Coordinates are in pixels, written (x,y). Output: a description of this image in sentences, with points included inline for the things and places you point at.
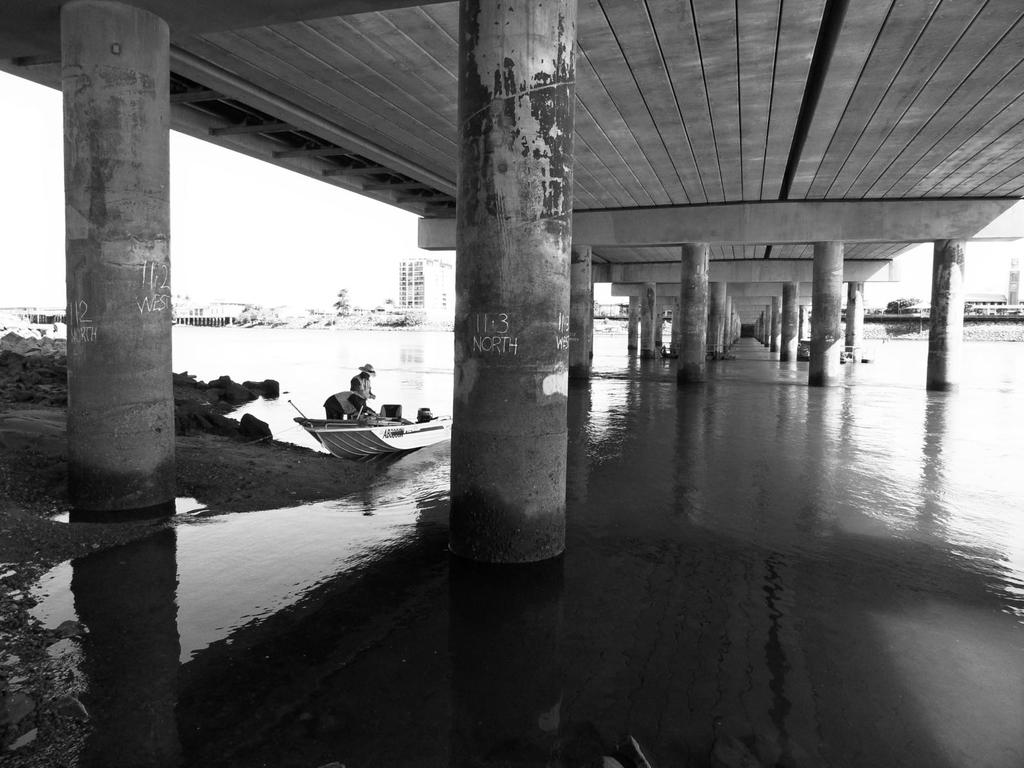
This image is taken outdoors. This image is a black and white image. At the bottom of the image (591,652) there is a river (411,626) with water (612,565). In the background (266,311) there are a few buildings (426,287) and trees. In the middle of the image (460,329) there is a bridge (450,126) with a platform (610,120) and pillars (148,394). There is a boat (350,422) on the river (329,383) and there are two persons (360,377) standing on the ground (306,456).
